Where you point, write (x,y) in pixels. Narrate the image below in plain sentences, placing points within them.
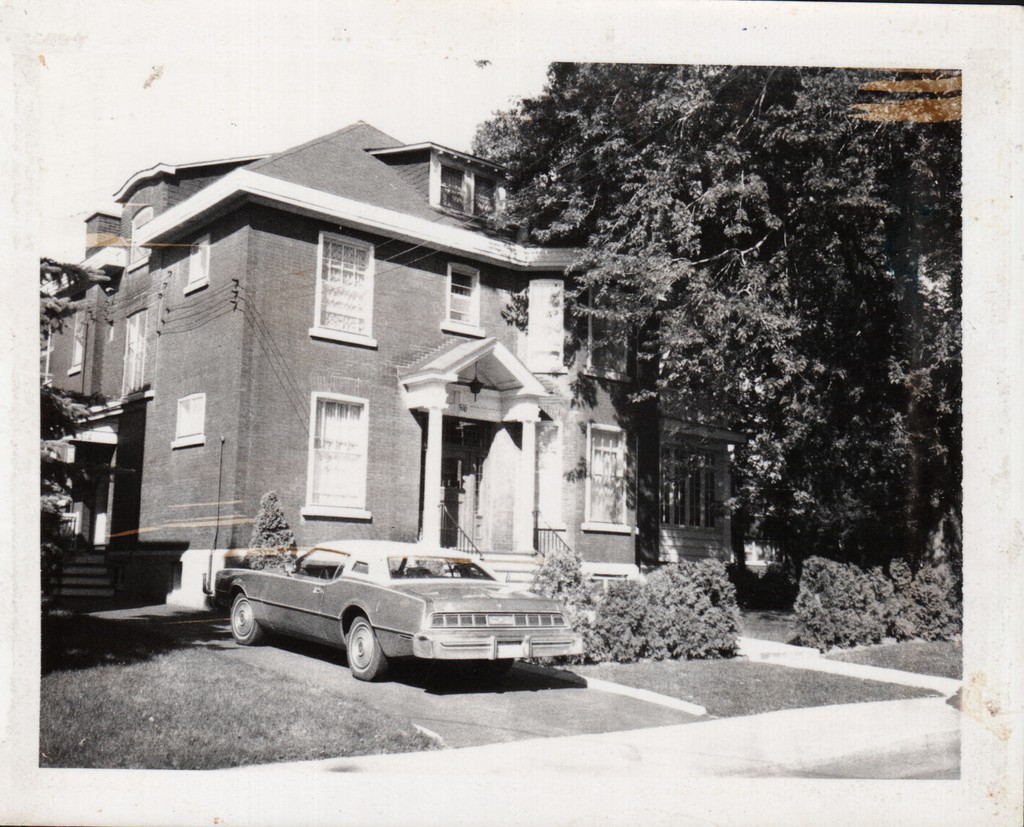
In this image I can observe a building (469,455) and a car (433,598) parked in front of the building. There are some trees (695,350) present at the right side of the image (832,337).
